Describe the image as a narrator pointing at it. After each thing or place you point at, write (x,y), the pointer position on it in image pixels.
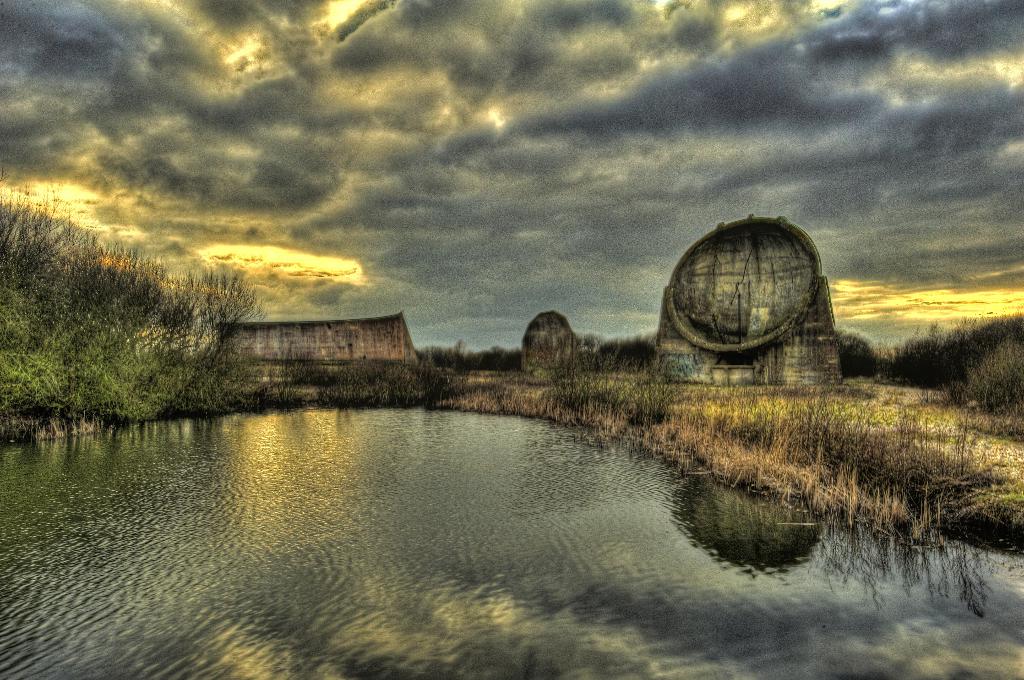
In this image, we can see a lake (501,502). There is a building (743,316) and dome (751,297) in the middle of the image (354,325). There are some plants (145,324) on the left (103,347) and on the right side of the image (953,388). There are clouds (412,186) in the sky (346,191).
